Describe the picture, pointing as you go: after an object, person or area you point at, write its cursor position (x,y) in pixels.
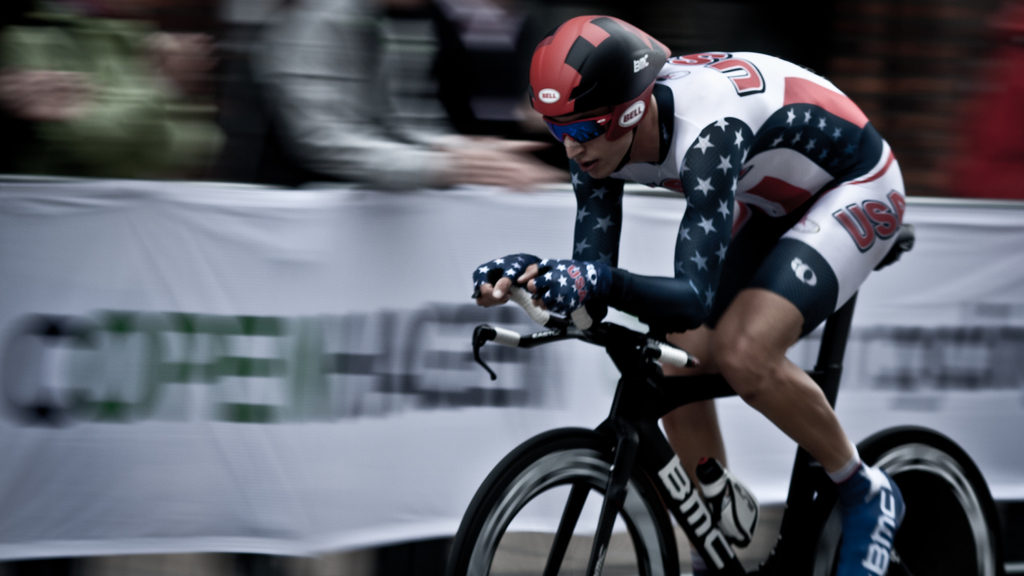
Background of the picture (108,6) is very blurry. Here we can see a banner (474,412). Here we can see one man (636,94) sitting on a bicycle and riding. He wore goggles (561,134) and a helmet (620,94).
